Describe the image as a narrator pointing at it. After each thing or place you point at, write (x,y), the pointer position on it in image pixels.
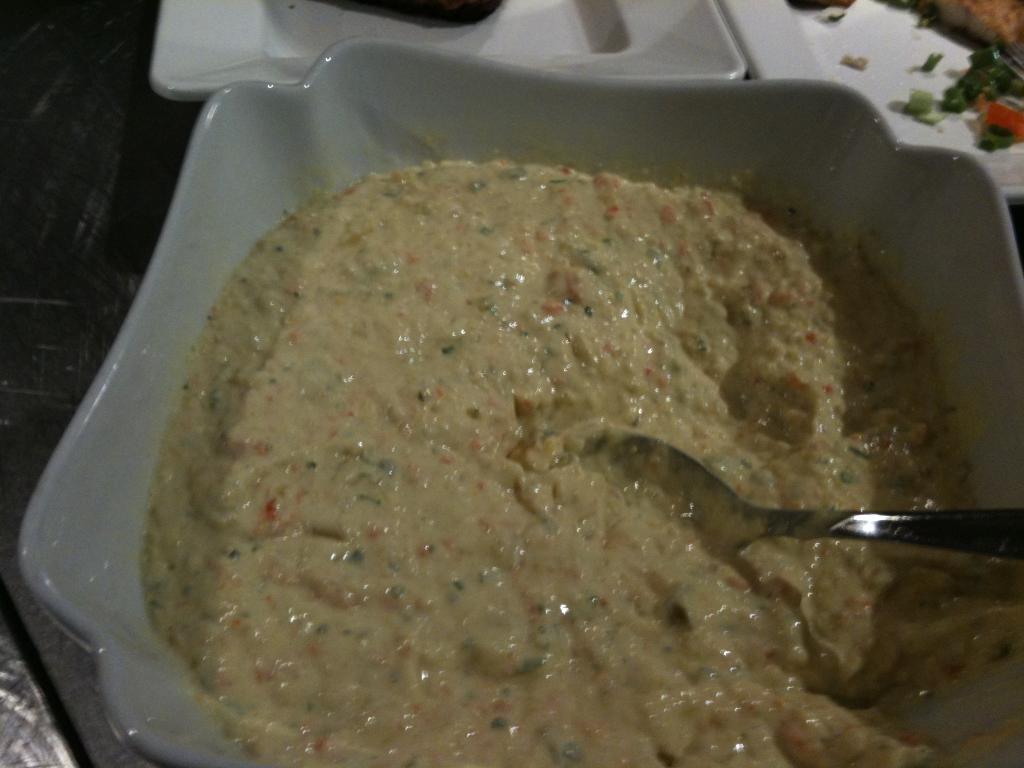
In this image in the center (433,285) there is one plate (73,607) and in the plate (329,504) there is food (596,477) and one spoon (718,495), and in the background (852,71) there are plates (711,49). And in the plates (913,81) there is food (919,118), at the bottom (32,593) it looks like a table (36,711).
